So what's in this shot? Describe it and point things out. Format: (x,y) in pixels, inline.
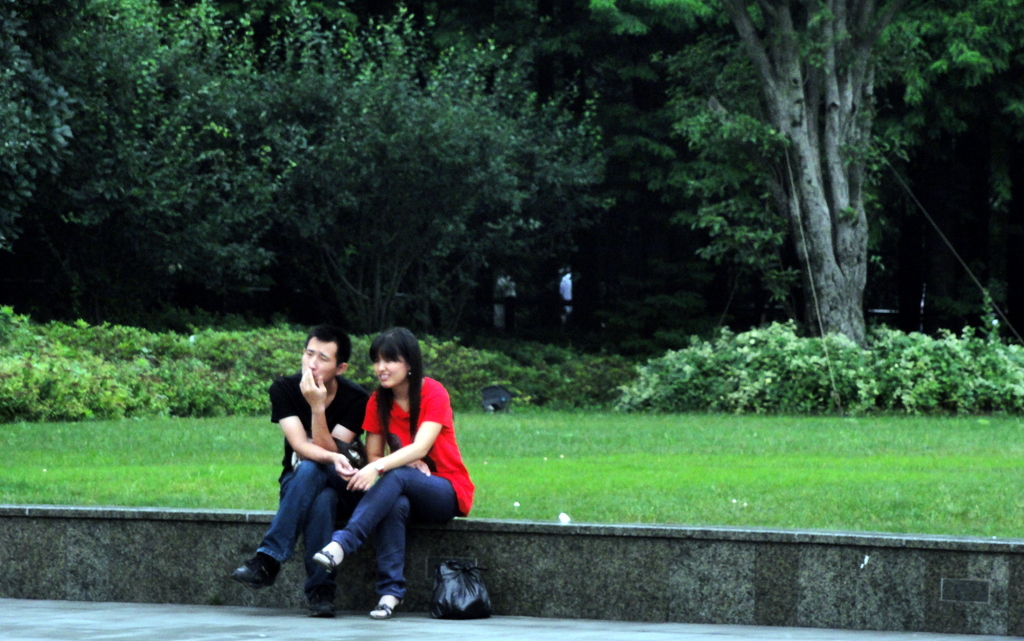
In this picture I can see a man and a woman (412,511) sitting, there is grass (763,421), and in the background (740,401) there are plants (745,334) and trees (507,235).
